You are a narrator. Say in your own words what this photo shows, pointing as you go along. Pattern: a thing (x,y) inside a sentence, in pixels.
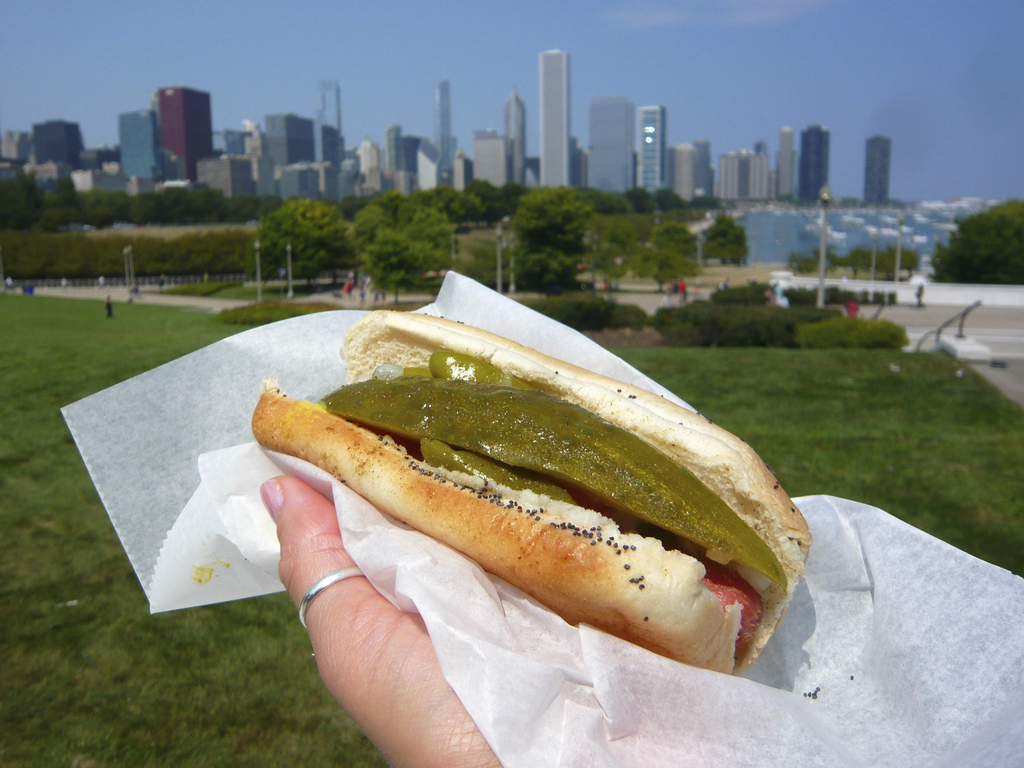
In the image we can see there is a person (302,611) holding hot dog (603,466) which is kept on the tissue paper (487,684). There is a ground (200,662) covered with grass (107,714) and there are trees (386,251). There are buildings (89,164) and there are iron poles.
